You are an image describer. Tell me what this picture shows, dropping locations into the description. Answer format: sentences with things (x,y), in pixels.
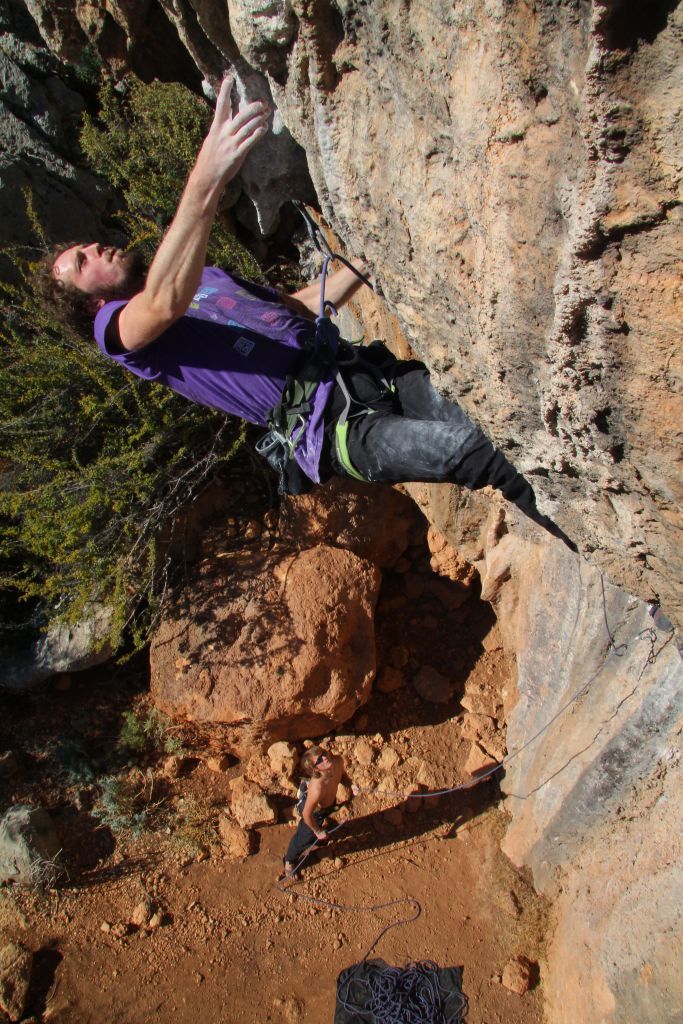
In this picture I can see there is a man (266,348) climbing the mountain (520,588) and there is a belt (318,363) around his waist (313,422) and there are few trees (35,409) and there are rocks (413,354) on to right (572,962). There is a person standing on the floor (468,1011).
